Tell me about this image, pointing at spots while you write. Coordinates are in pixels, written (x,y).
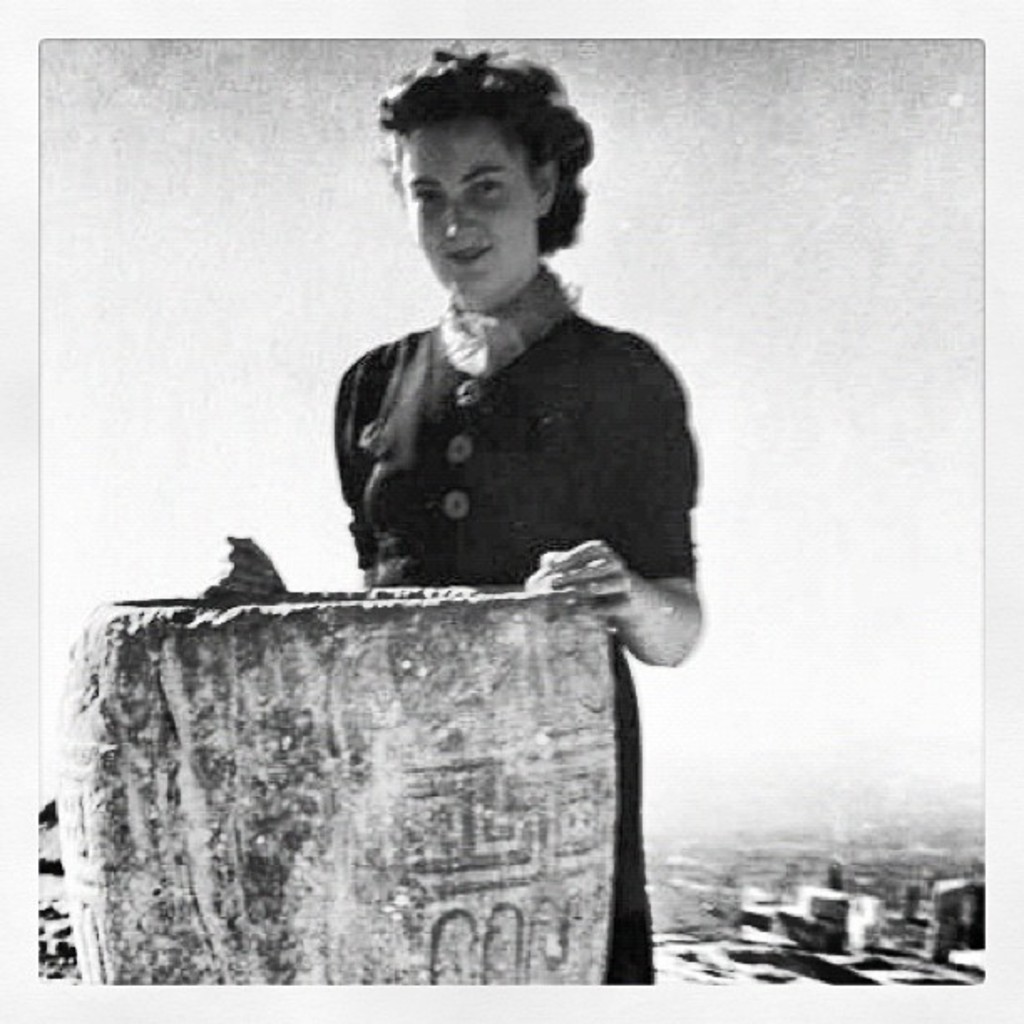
In this picture there is a woman (574,150) who is wearing black dress (644,518) and she is smiling. Besides her I can see the stones (387,718). In the background (758,948) I can see the blur image.
